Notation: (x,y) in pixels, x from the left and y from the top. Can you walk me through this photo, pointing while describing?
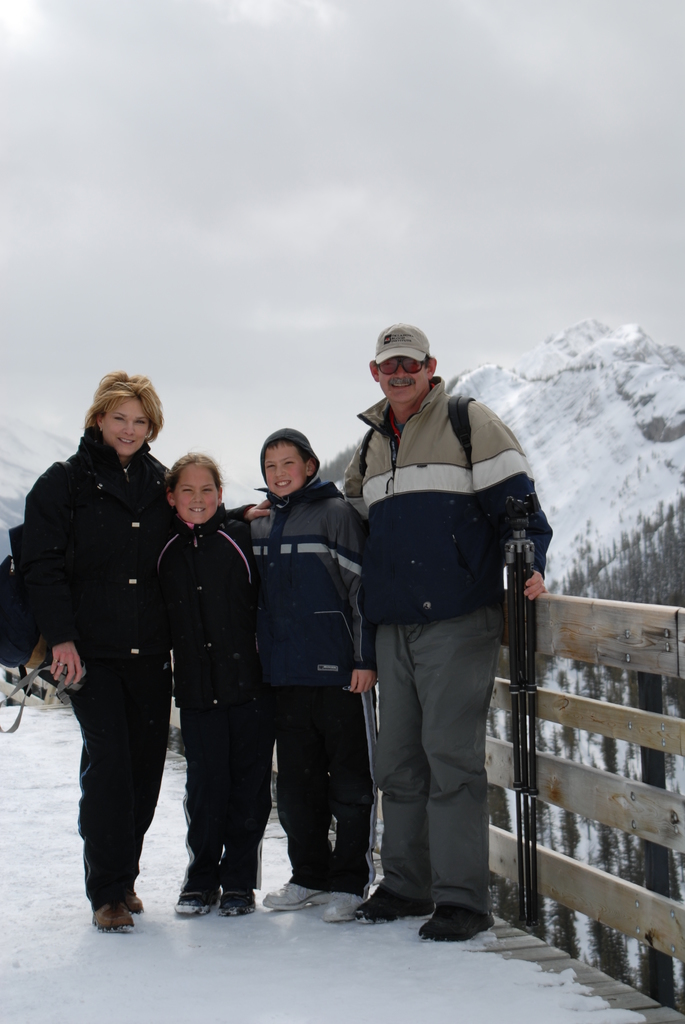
There is a woman (127,424), a person (461,459) and two children (184,479) smiling and standing on a floor (398,931). Beside them, there is a wooden fence (614,622). In the background (675,465), there are mountains (49,444), on which there is snow (638,333) and there are clouds (386,228) in the sky (489,196).
